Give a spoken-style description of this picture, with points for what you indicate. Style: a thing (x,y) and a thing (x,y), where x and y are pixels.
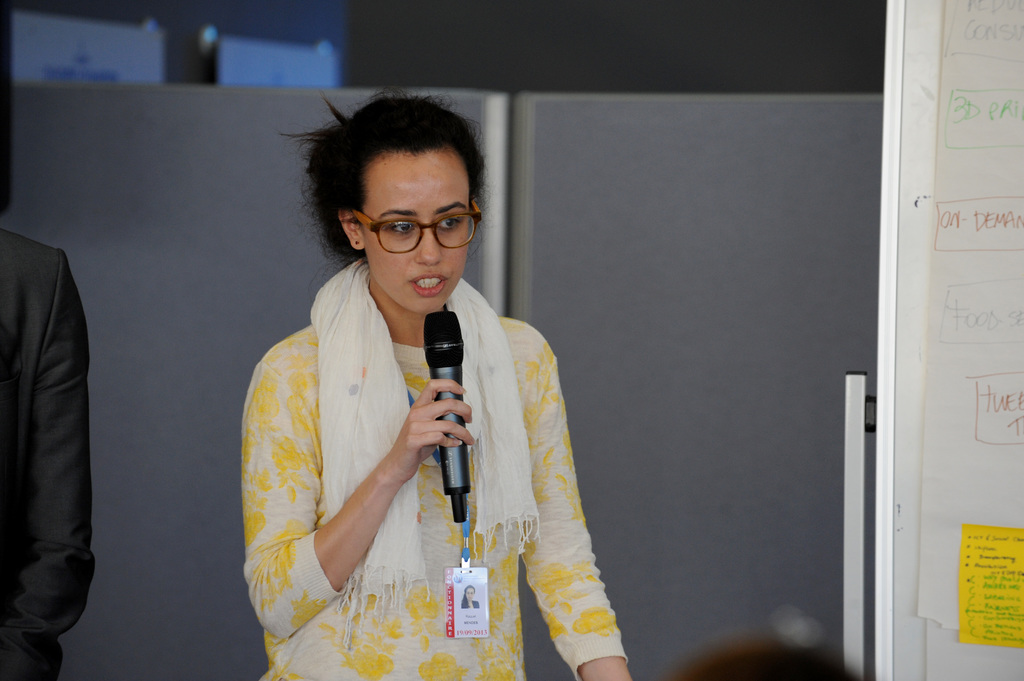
A woman (378,553) wearing yellow dress (499,575), scarf (506,447), tag (462,592) and specs (416,235) is holding a mic (444,361) and talking. Beside her another person (41,362) is standing. On the right (917,394) there is a board (952,332) with notices (968,457). In the background (640,208) there is a wall (624,317).
